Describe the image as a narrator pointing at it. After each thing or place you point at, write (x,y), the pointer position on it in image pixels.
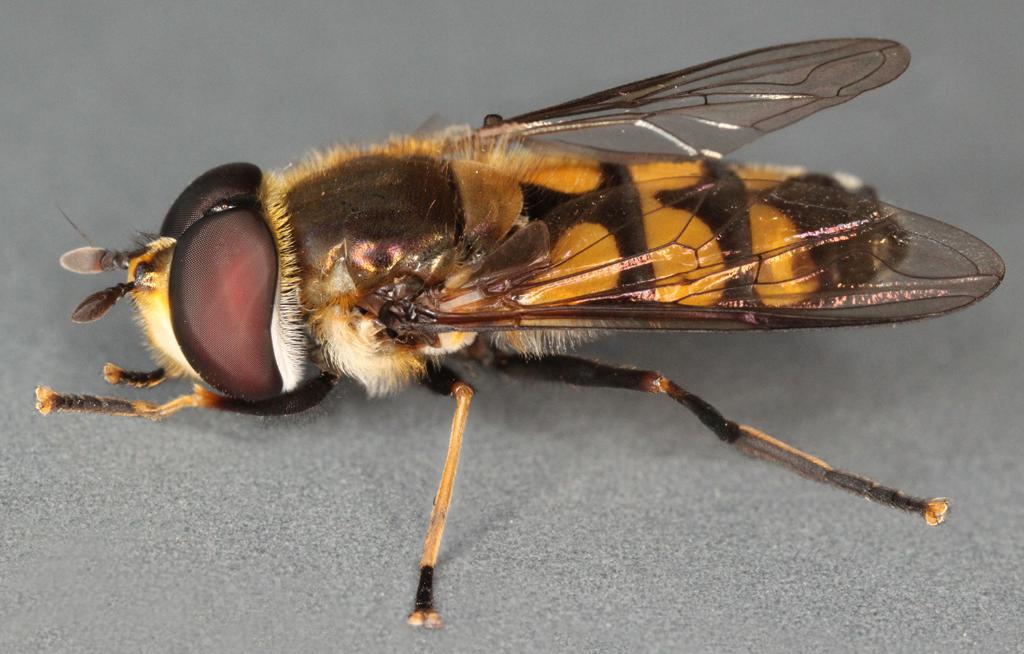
In this image there is an insect (731,309) on the floor (570,477).
